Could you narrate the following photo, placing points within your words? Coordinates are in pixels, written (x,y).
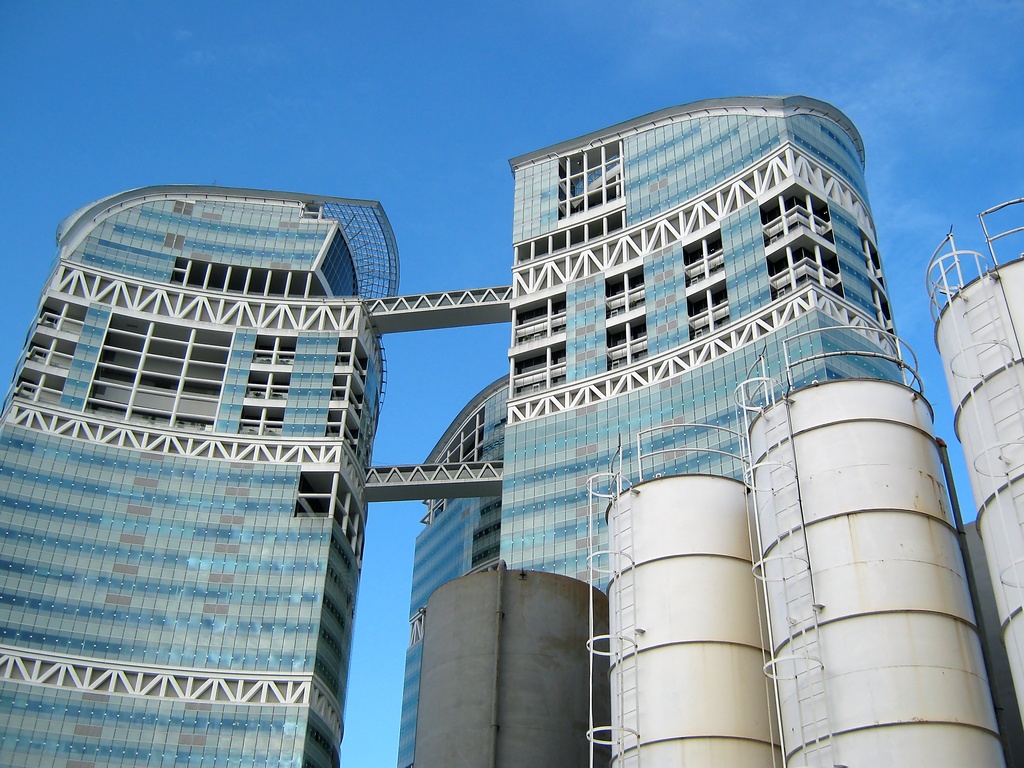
In this picture we can see the skyscraper (233,377). At the bottom right (921,525) we can see the steel round barrels (965,674). At the top (673,39) we can see the sky (673,39) and clouds (729,46).
